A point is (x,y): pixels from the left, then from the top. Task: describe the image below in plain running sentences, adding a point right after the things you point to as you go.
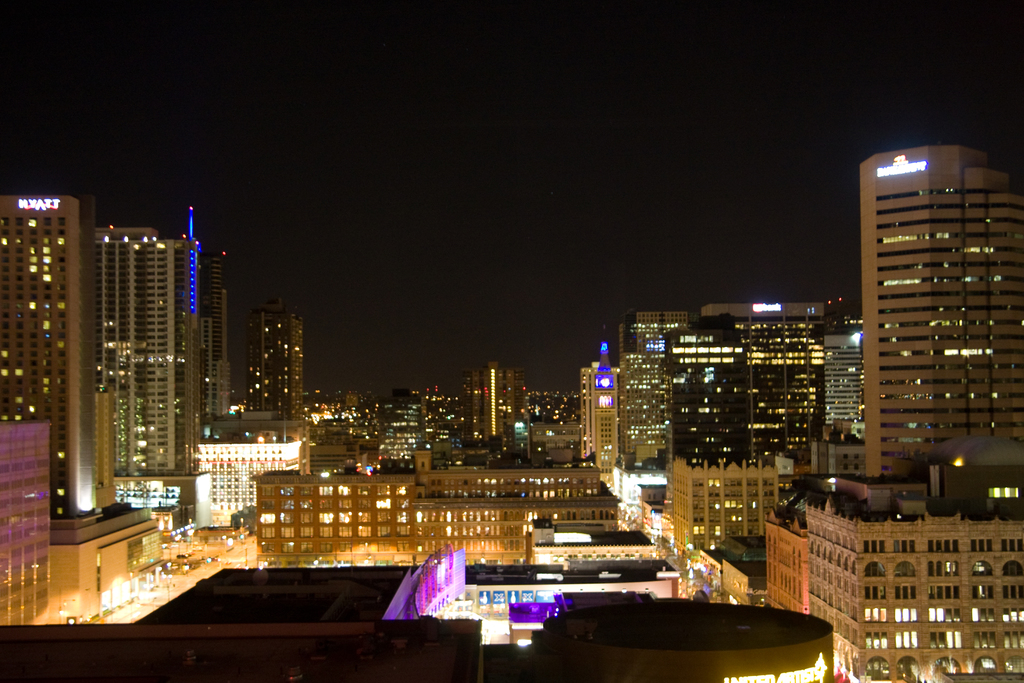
In the image we can see there are buildings (427,503) and we can see the windows (388,505) of the buildings (422,499). Here we can see lights (104,599), LED text (22,204) and the dark sky (359,195).
